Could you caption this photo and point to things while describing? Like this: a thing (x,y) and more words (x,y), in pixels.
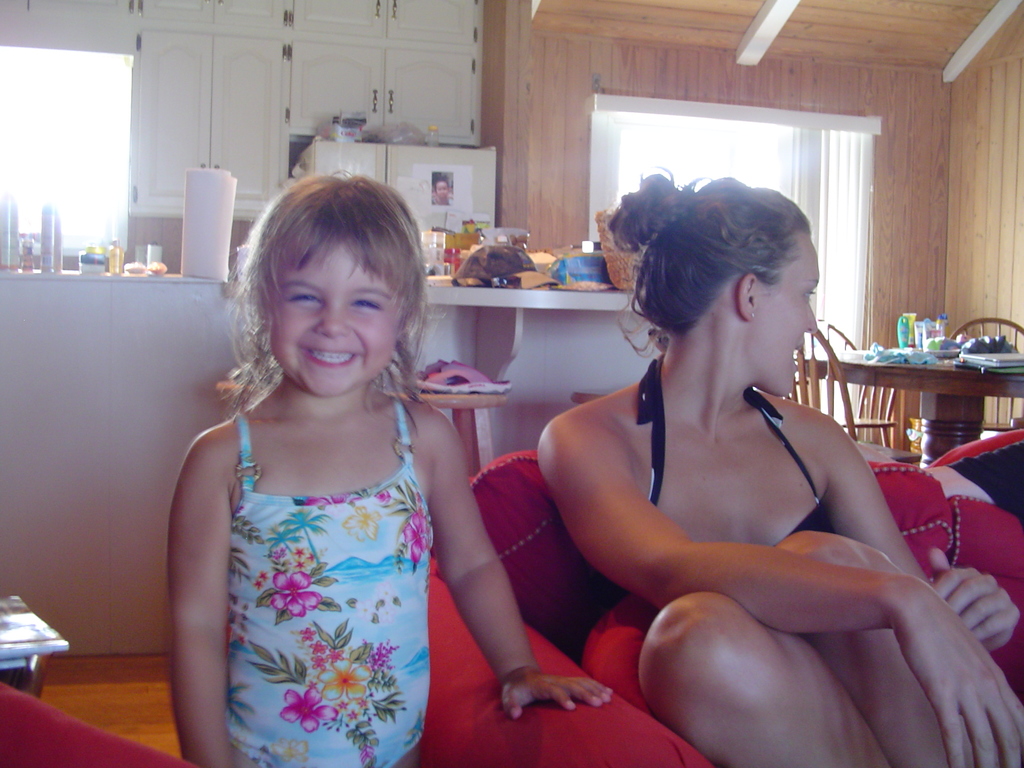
This is the picture of a little girl (265,538) wearing blue dress (325,597) is standing beside the sofa (533,580) on which there is a lady (567,429) and behind them there is a kitchen shelf (144,290) on which some things (116,249) are placed.
